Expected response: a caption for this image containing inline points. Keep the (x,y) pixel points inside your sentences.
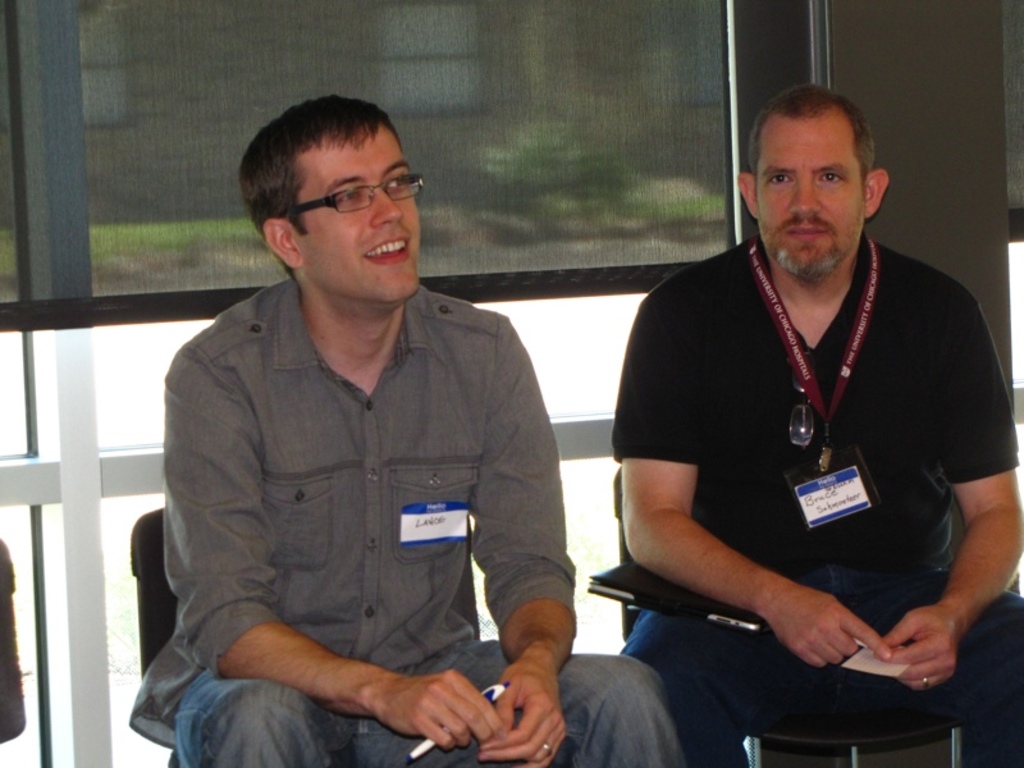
There are two men (695,478) sitting on the chairs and one is smiling. This looks like a window (122,367). Here is the wall (954,79). These are the badges (829,484). This looks like an electronic gadget (644,603).
